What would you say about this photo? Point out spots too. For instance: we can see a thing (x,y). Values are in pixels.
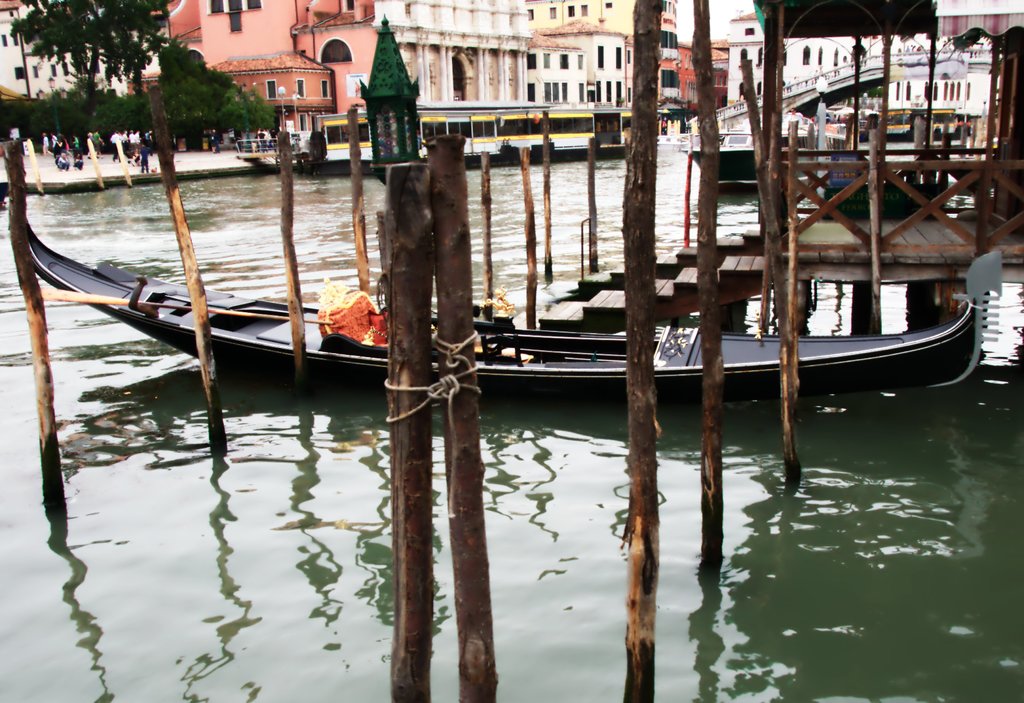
In the center of the image (539,376) there are sticks (639,351) and boat (368,332) on the water (363,386). On the right side of the image (1008,22) there are stairs (594,281), boat (727,181) and building (873,92). On the left side of the image (128,113) there are trees (144,105), persons (124,136) and boat (609,122). In the background (690,34) there is a sky (685,34).
